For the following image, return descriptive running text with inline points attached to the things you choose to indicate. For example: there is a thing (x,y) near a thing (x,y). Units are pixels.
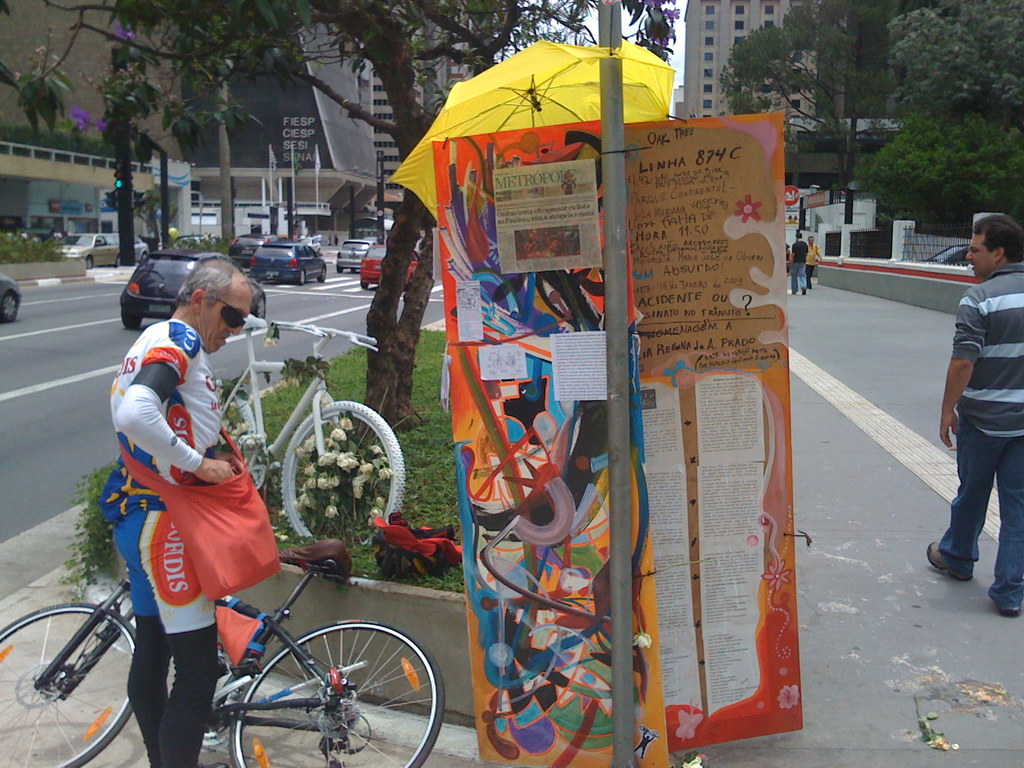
In this image i can see a group of people (942,567) are walking on the road (42,501) and few vehicles (278,241) on the road (86,323). I can also see there are few buildings (266,79) and trees (969,83).
